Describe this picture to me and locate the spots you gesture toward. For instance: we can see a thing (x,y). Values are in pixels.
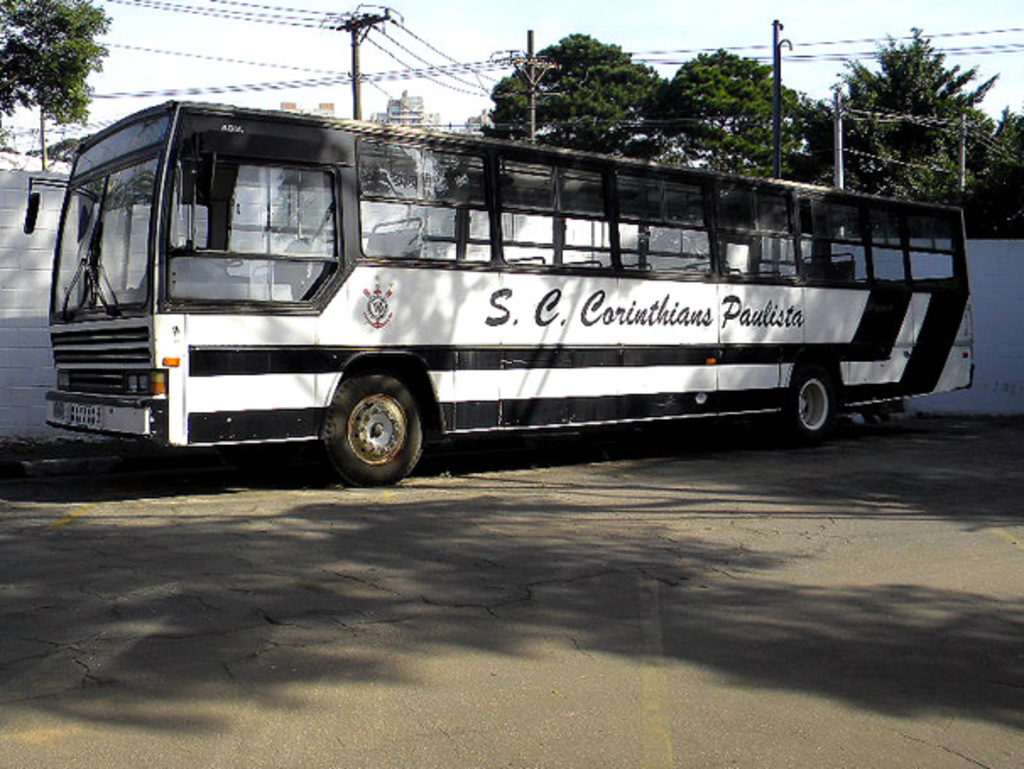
In this picture we can see a bus (365,453) parked on the road (679,515) and behind the road (280,497) there is a wall (21,274), electric poles (358,21) with cables (320,27). Behind the poles (373,20) there are trees (631,87), buildings (416,111) and the sky (631,29).
